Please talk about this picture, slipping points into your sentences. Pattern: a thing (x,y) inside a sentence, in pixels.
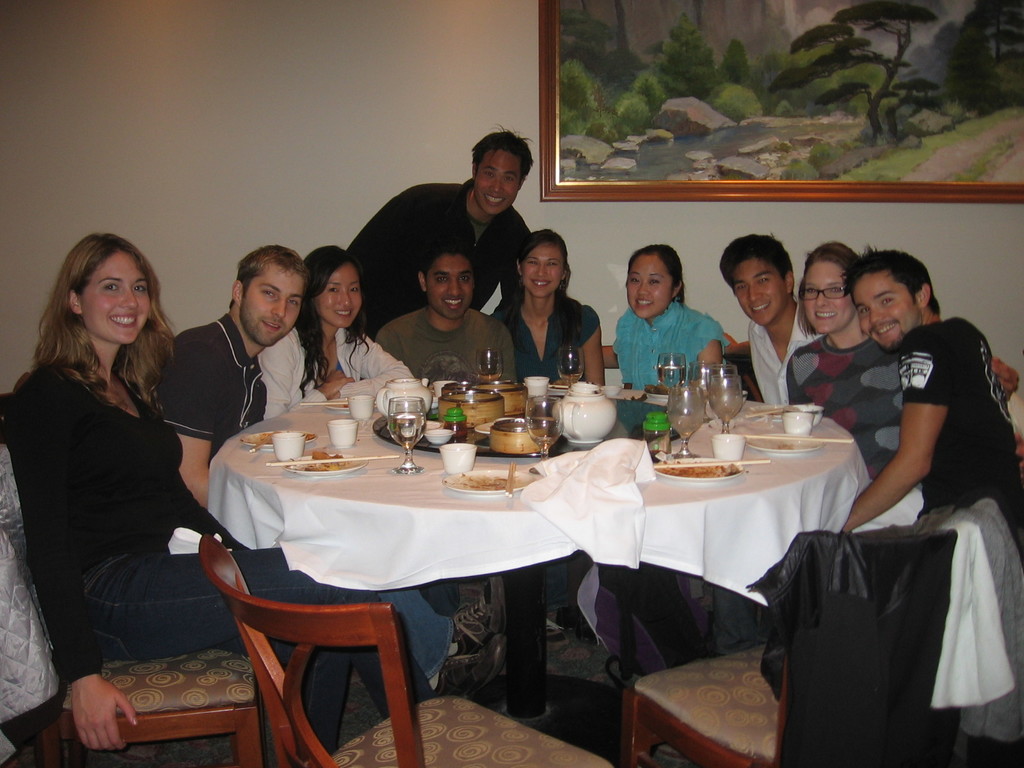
Here we can see group of people (334,344) sitting on chairs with food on the table (629,401) in front of them we can see glasses (673,407) and behind them we can see a painting (638,172).
